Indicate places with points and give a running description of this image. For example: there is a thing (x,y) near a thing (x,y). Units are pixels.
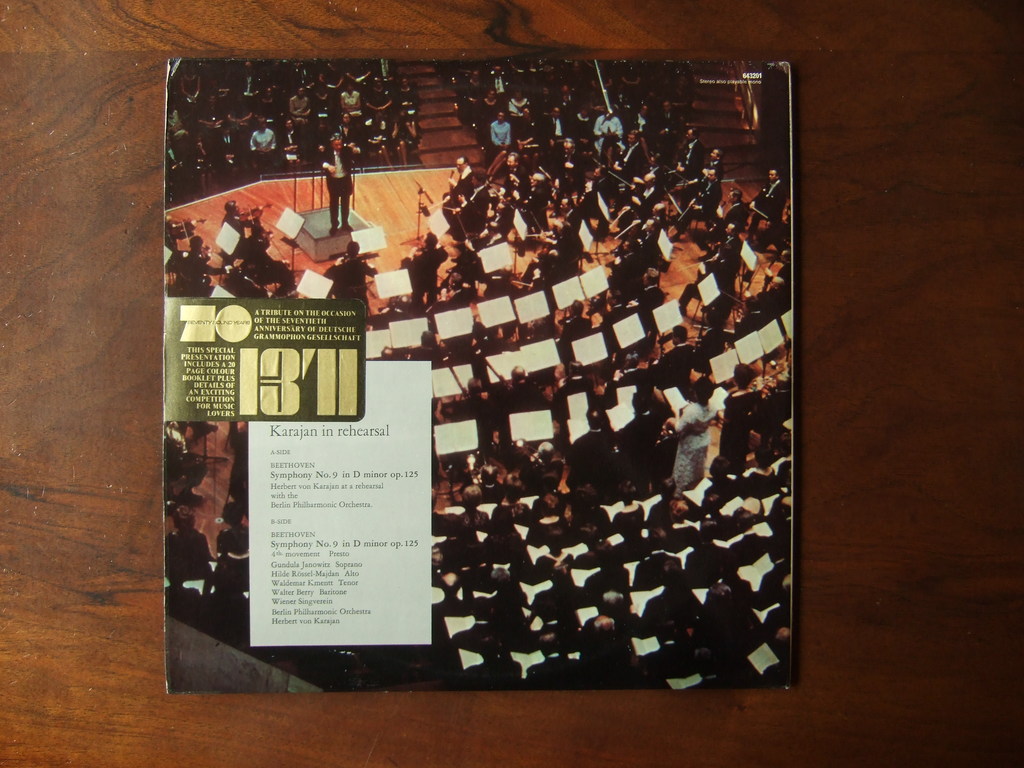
In the picture I can see the music album cover photo (508,180) on the wooden table (64,585). On the cover photo (319,396) I can see a group of people (724,336) playing the musical instruments (456,197).
